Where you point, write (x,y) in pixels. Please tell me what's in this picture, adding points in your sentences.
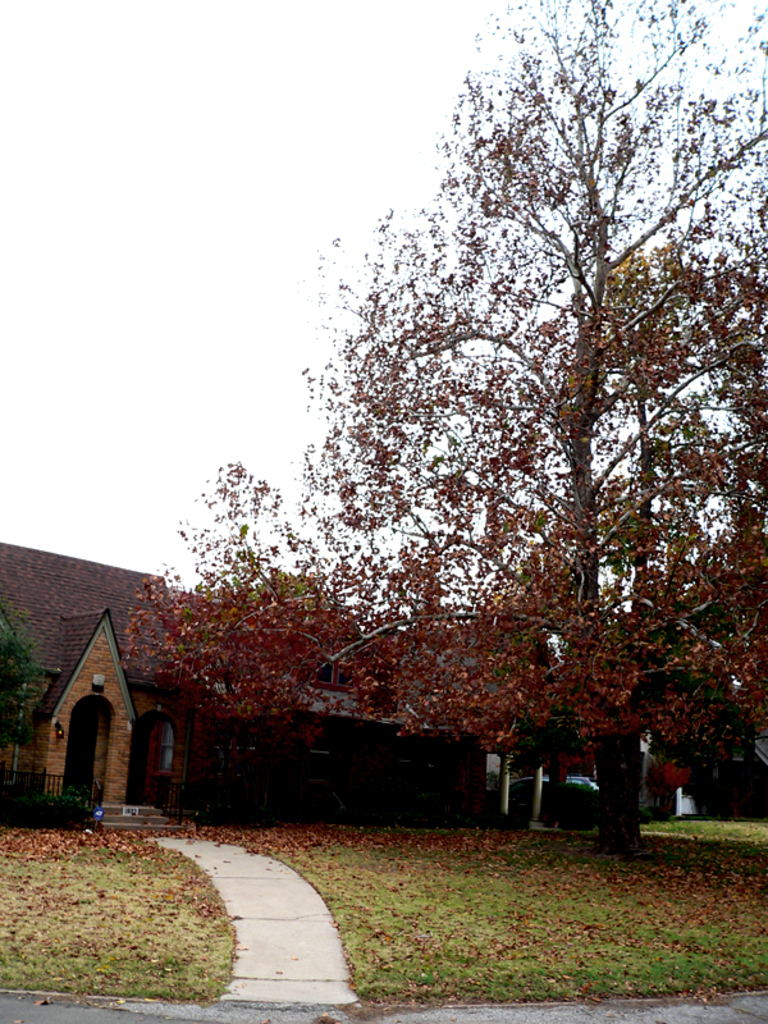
In this image I can see the path (309,952), some grass (389,977) and few leaves (372,910) on the ground (443,873). I can see few trees (565,591), a building (121,693), a car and in the background (62,136) I can see the sky (190,159).
